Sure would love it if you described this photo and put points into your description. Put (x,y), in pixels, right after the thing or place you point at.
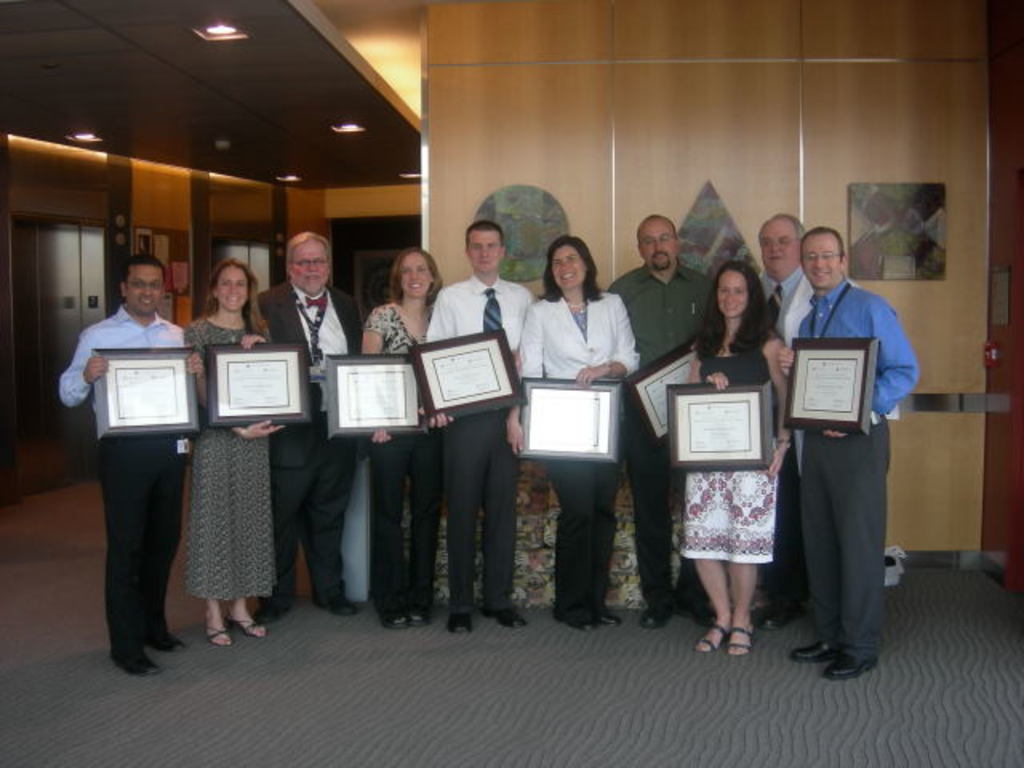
In this picture I can observe some people (325,340) standing on the floor (452,642) holding frames (446,398) in their hands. All of them are smiling. They are men (490,266) and women (415,549) in this picture. In the background (684,213) there is a wall (563,192).
